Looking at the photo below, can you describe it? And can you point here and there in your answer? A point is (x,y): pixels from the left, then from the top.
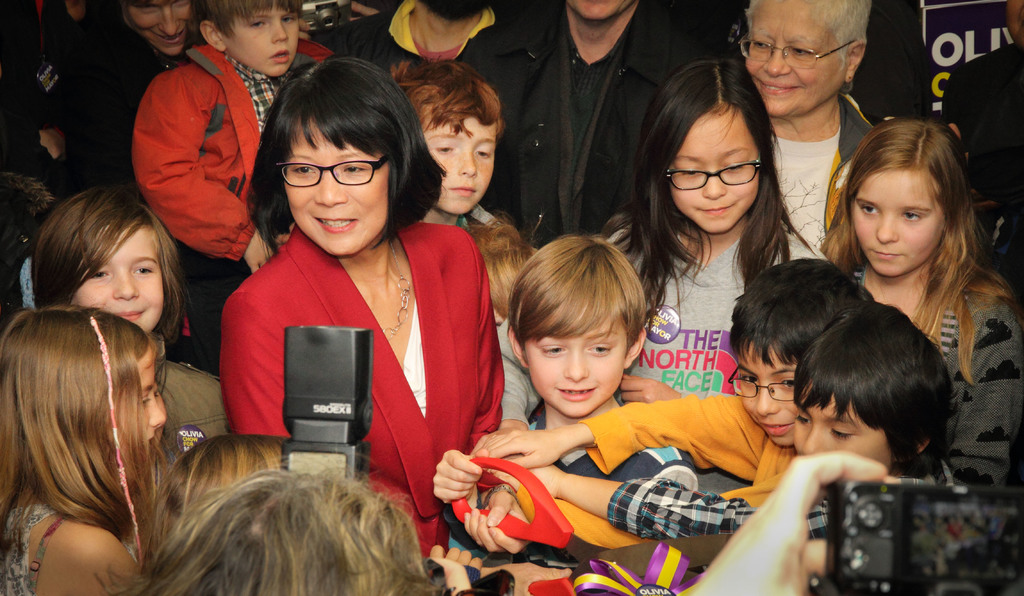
In this image I can see a group of persons (794,136) and children's (443,94) in the middle (351,331) I can see a camera (351,331) and red color object (526,539) holding by persons (515,497).
